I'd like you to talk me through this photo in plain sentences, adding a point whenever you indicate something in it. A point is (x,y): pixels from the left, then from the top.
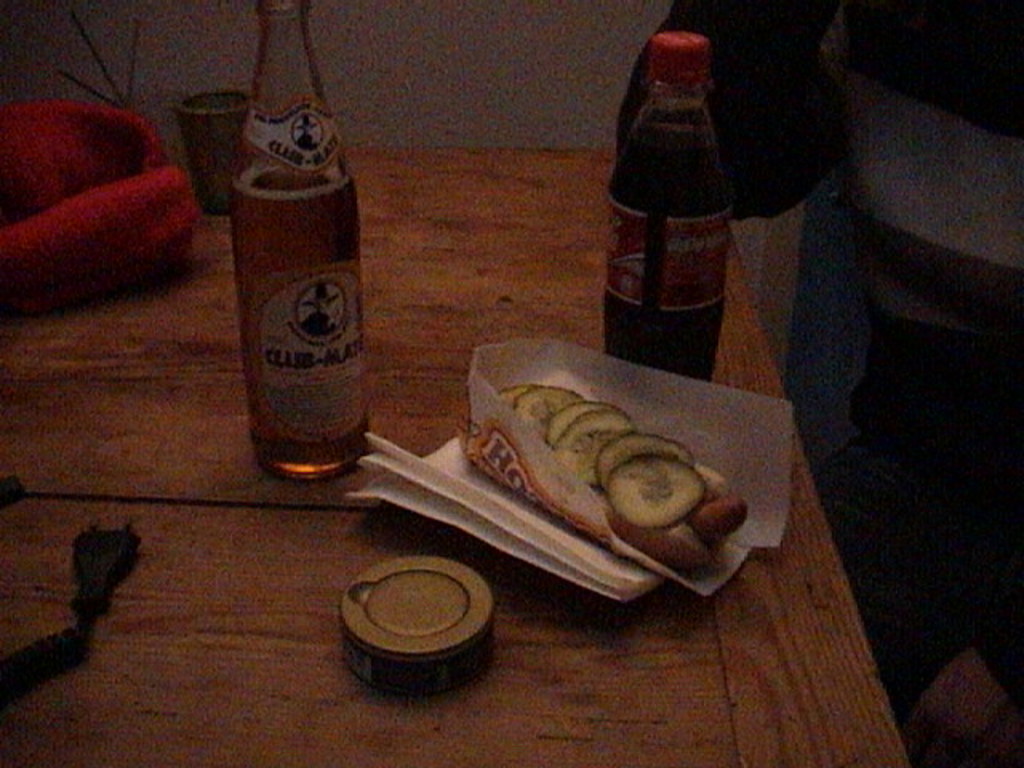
In this image there is glass bottle (266,152), bottle (623,331), hot dog (624,526) in a paper (632,388), a box (362,588), pouch (19,239), glass (191,192) arranged in a table (671,764) and at the back ground (476,53) there is a wall (431,66).
